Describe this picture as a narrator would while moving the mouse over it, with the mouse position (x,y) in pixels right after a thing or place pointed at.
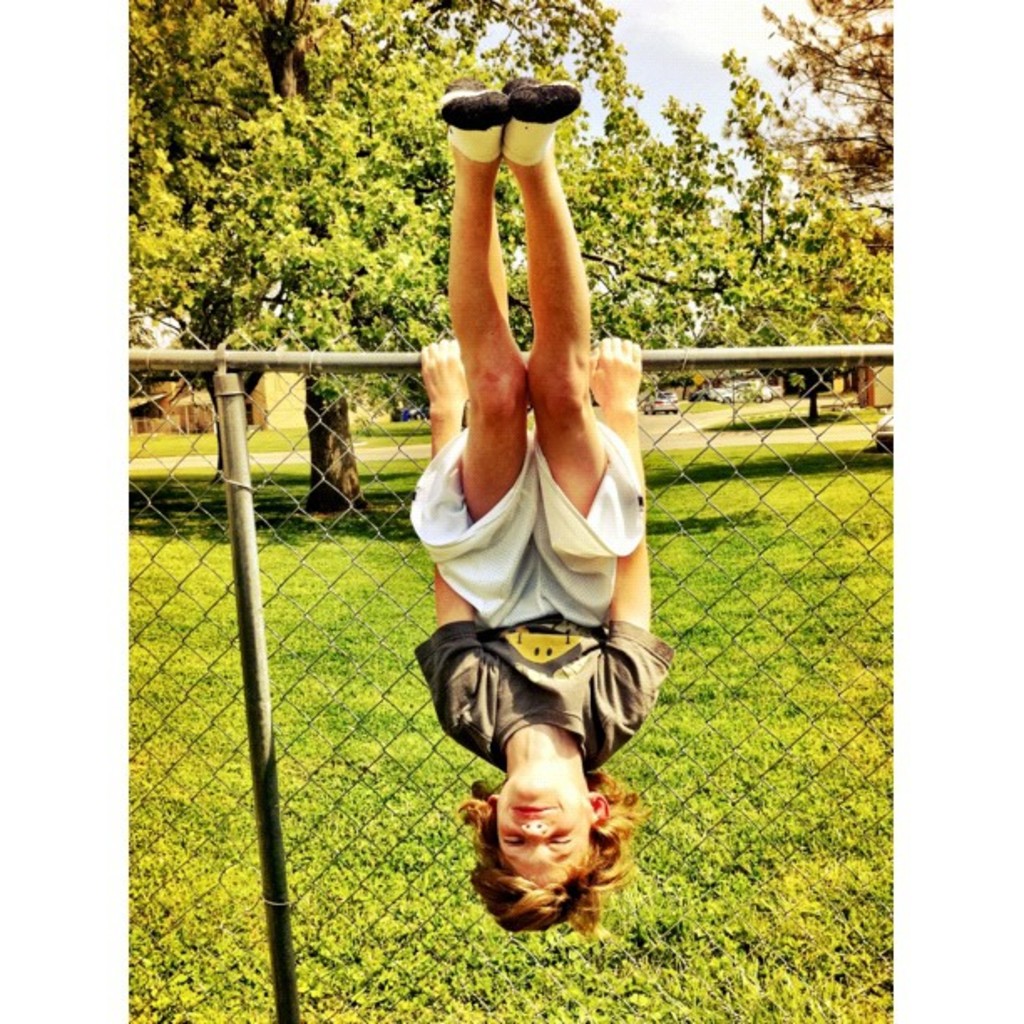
In this image I can see a child (586,575) hanging upside down with the support of a fence (407,718). There are trees (601,205), vehicles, there is grass (403,442) and in the background (644,113) there is sky (656,108).
